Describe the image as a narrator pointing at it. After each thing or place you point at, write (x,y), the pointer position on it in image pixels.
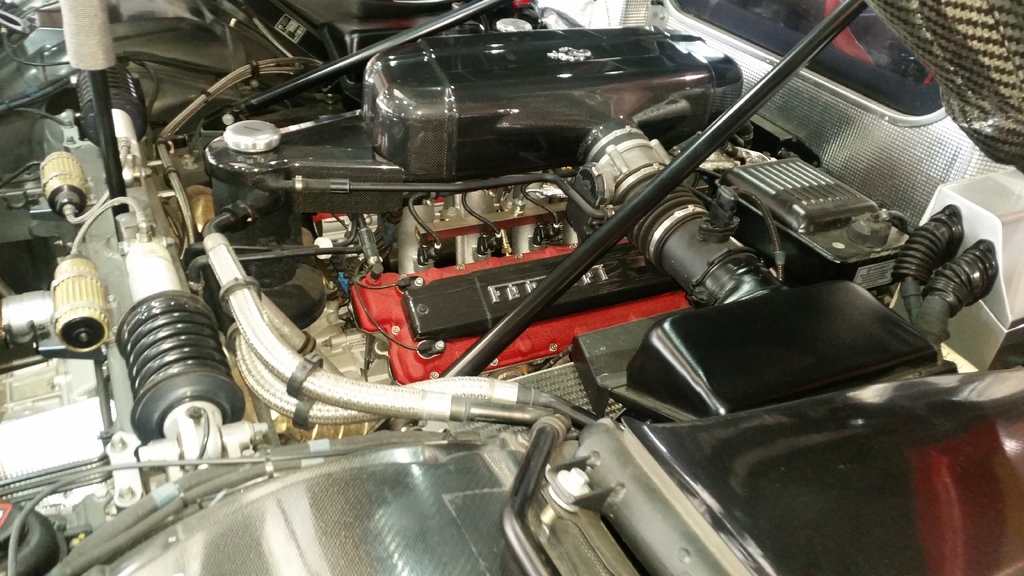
In this image I can see an engine (422,220) and other parts (735,316) of a vehicle (434,248).
